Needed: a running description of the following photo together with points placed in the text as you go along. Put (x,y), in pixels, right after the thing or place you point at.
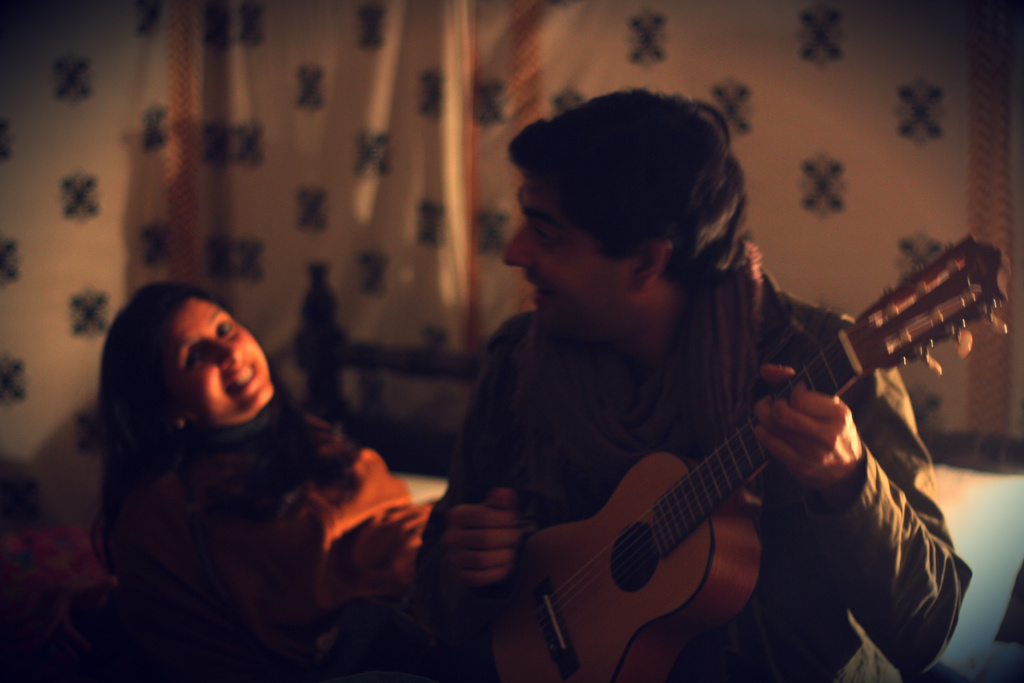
In the image we can see there is a man (576,479) who is holding guitar (675,478) in his hand (819,396) and beside him there is a woman (358,473) sitting.
